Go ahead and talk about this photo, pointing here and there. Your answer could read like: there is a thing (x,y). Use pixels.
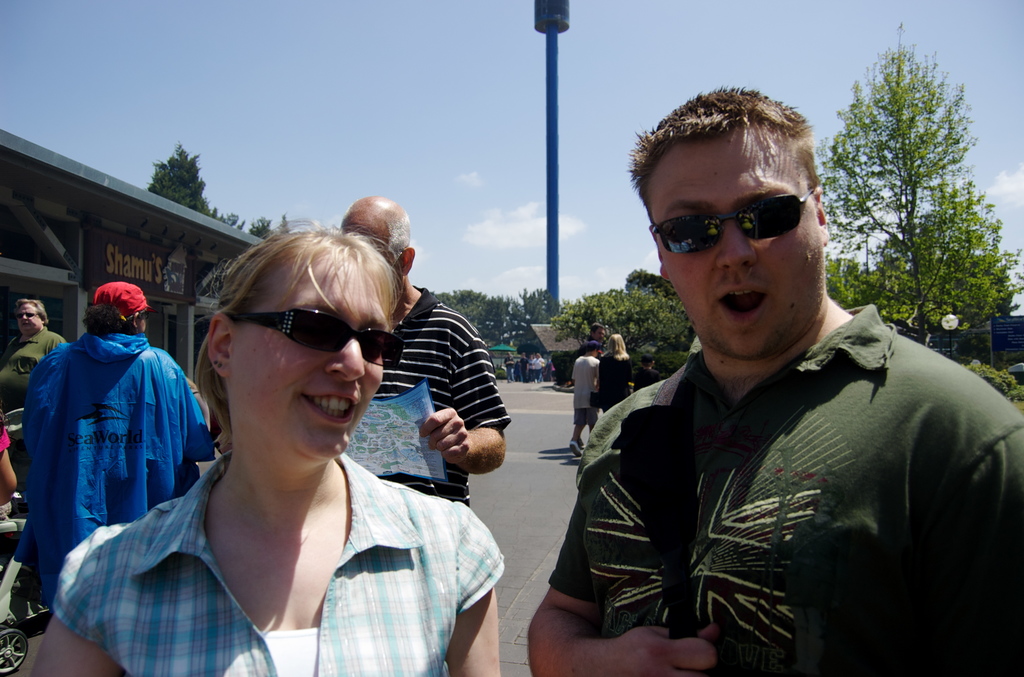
In this image we can see these two persons (619,573) are standing here by wearing glasses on their faces (749,253). In the background (66,268), we can see the house (27,290) with board (118,268), we can see the pole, light pole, trees (265,227) and the sky (445,244) with clouds (535,280).
